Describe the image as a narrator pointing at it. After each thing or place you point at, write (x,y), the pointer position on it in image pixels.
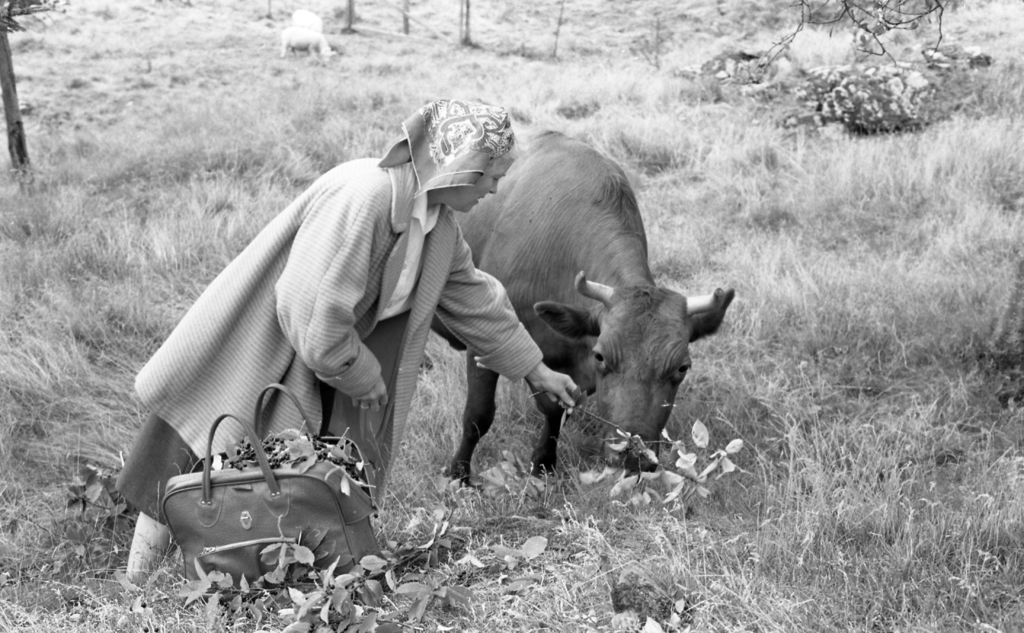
There is a person (387,238) in coat (385,264) holding something with one hand (555,383) and standing on the grass (441,349) on the ground (161,561) near a bag (337,490) which is on the ground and near cow (605,242), which is on the grass (303,67) on the ground (619,92). In the background (72,111), there are animals (318,41) on the ground (135,67) and there are trees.
